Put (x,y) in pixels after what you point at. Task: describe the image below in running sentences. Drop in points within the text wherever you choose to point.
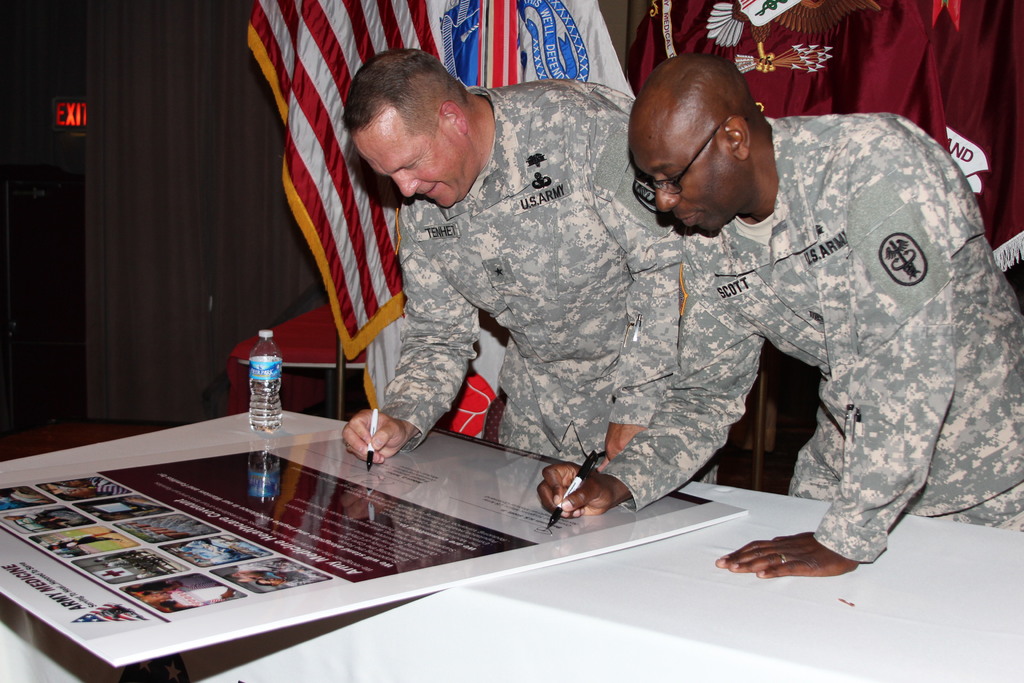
In this picture I can observe two members (471,278) standing in front of a table (435,636). They are writing on the board (449,434) with markers (376,417) in their hands (605,490). I can observe a water bottle (259,373) on the table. In the background (332,154) I can observe flags (417,33) and wall (189,169).
